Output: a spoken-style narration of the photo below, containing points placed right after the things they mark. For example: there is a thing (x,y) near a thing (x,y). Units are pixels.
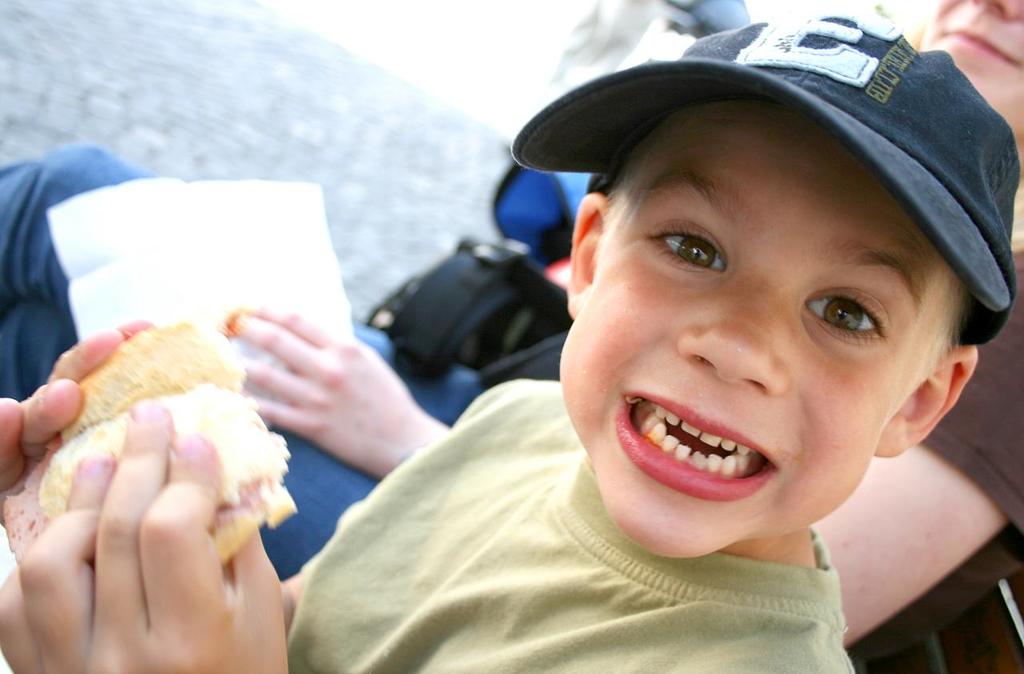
This image consists of a kid (708,559) wearing a green T-shirt (622,549) and a cap (611,165). He is eating a sandwich (218,508). Beside him, there is a woman (999,383). On the left (39,67), we can see a road (181,57). And there is a bag (482,324) kept beside the woman (917,548).
